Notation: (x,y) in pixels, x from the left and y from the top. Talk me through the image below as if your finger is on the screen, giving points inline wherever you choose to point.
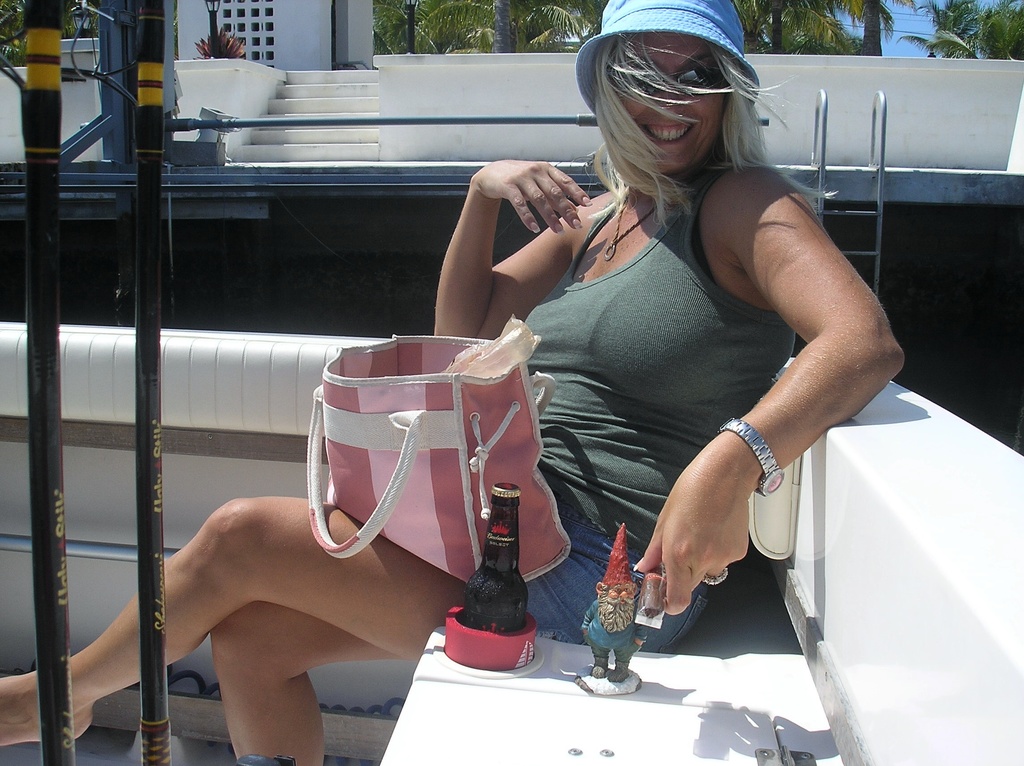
In the foreground (578,562) a woman (726,544) is sitting on the bench (757,623), who is wearing a blue color hat (693,33) and watch (779,483) in her left hand (754,474) and a pink color bag (516,461) is kept on her thigh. Next to that a bottle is there and a toy (586,636) is there. On the top (769,52) trees (848,48) are visible and sky (889,39) visible blue in color. And a staircase (332,154) and a house (286,41) is visible of white in color. This image is taken on the boat (194,511) during day time.
